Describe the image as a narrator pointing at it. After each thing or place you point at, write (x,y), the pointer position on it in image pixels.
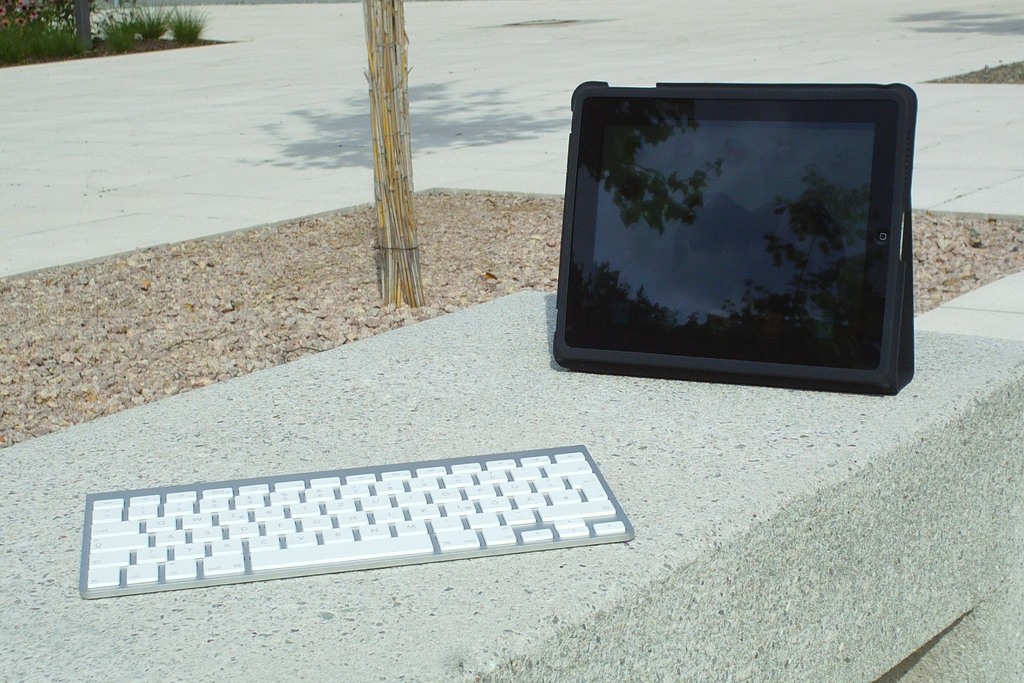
In this picture it looks like a iPad (741,273) and a keyboard (342,561) and I can see few plants (117,32) and few stones (215,334).
